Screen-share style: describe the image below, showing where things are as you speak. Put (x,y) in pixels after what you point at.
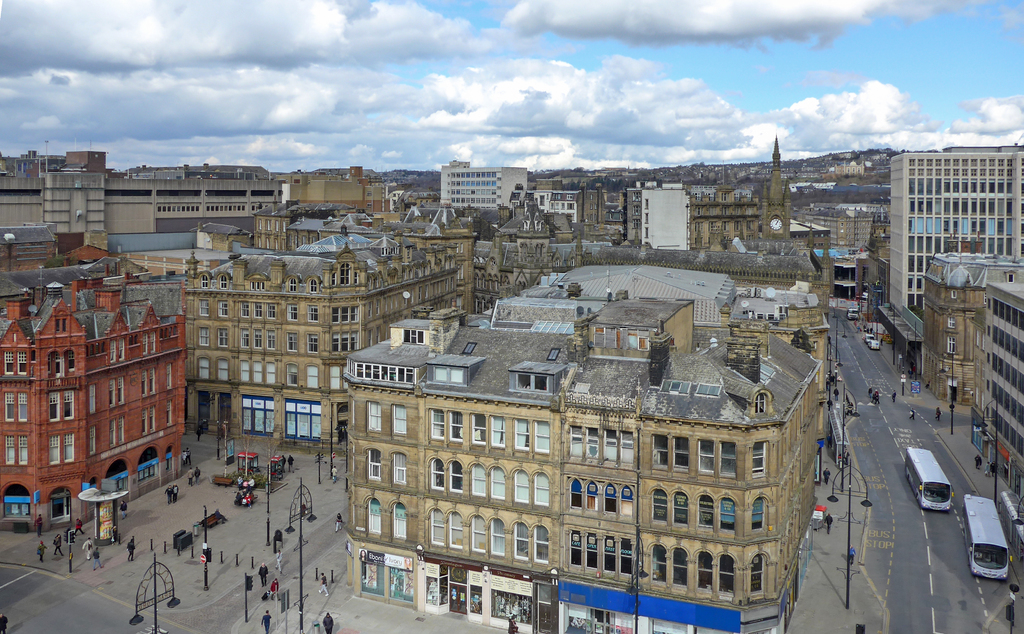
In this image I can see the ground (131,591), few persons (274,581) on the ground (224,514), few poles (269,527), the road (877,571), few vehicles (918,495) on the road (884,432) and few buildings (697,365). In the background (772,20) I can see the sky (553,35).
